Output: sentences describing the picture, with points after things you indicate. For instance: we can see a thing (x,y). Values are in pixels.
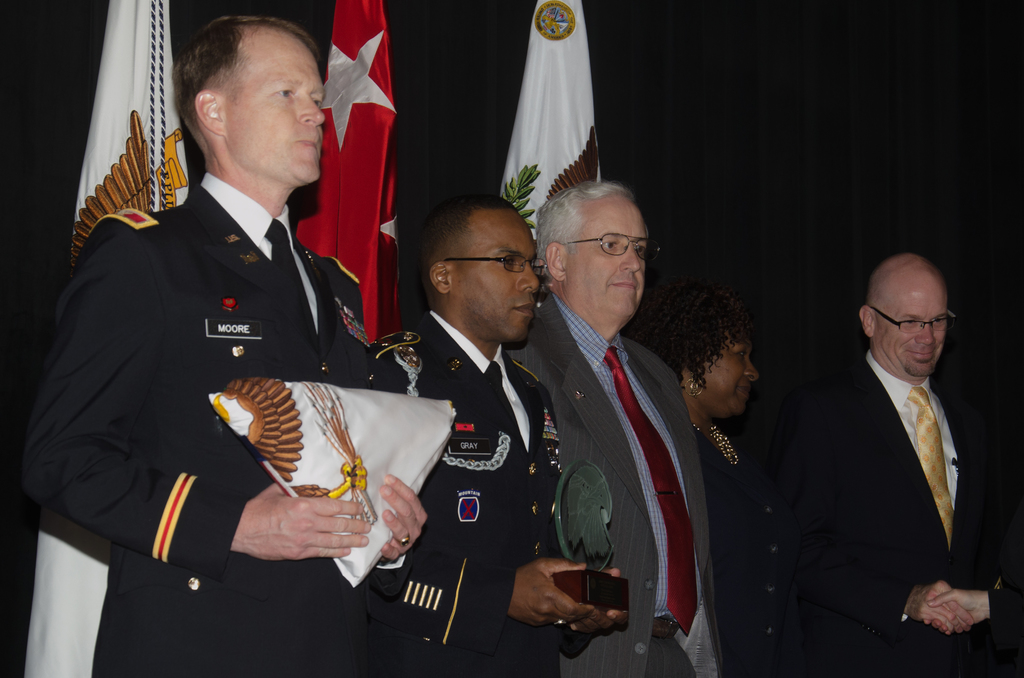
In the picture I can see people (683,446) are standing among them some are holding objects (345,446) in hands (415,526). In the background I can see flags (329,237). The background of the image (792,138) is dark.
